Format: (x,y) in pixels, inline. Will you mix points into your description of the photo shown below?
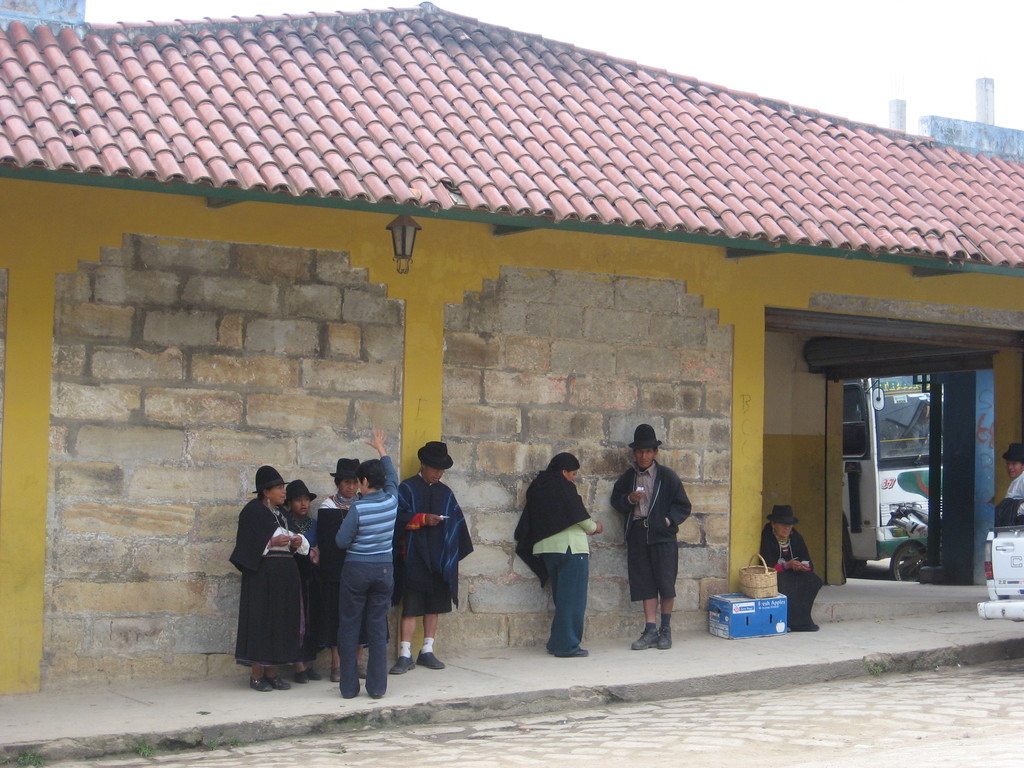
In the center of the image (676,492) we can see a few people (573,561) are standing and one person (792,566) is sitting and they are holding some objects (441,516). And we can see one building (398,319), wall (523,299), roof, banner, box (760,602) and basket (760,571). In the background (721,19) we can see the sky (898,87), poles (929,529), vehicles (912,488) etc.
